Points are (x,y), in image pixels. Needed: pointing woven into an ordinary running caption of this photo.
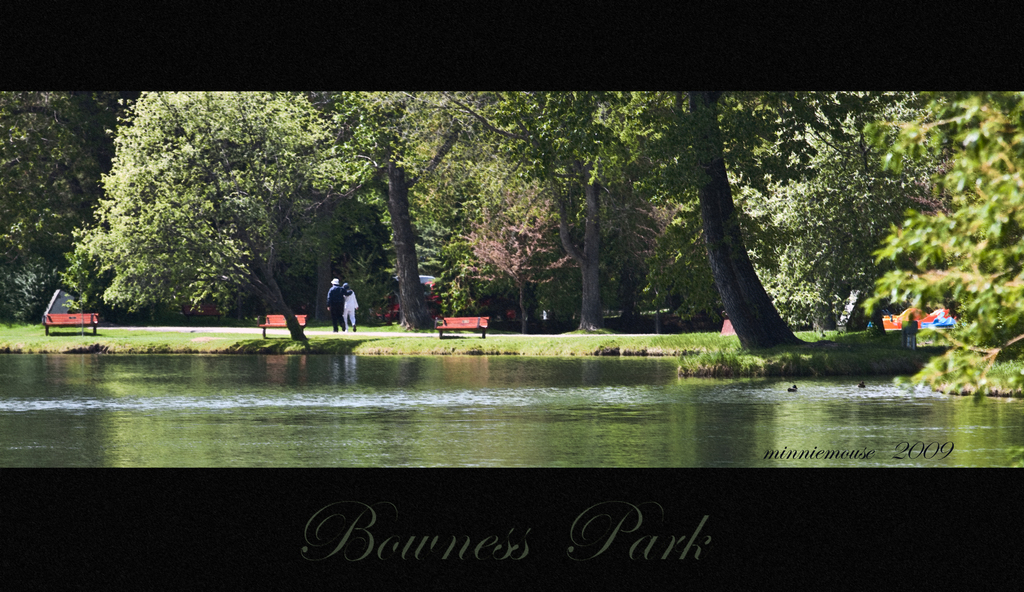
In this image there is a lake (850,462), in the background (164,339) there is a grassland (440,346), on that land (314,325) there are benches (279,324) and there is a path (165,331) on that path (429,333) there are two persons (334,330) are walking and there are trees (689,194), at the bottom (349,532) there is some text (621,550).
